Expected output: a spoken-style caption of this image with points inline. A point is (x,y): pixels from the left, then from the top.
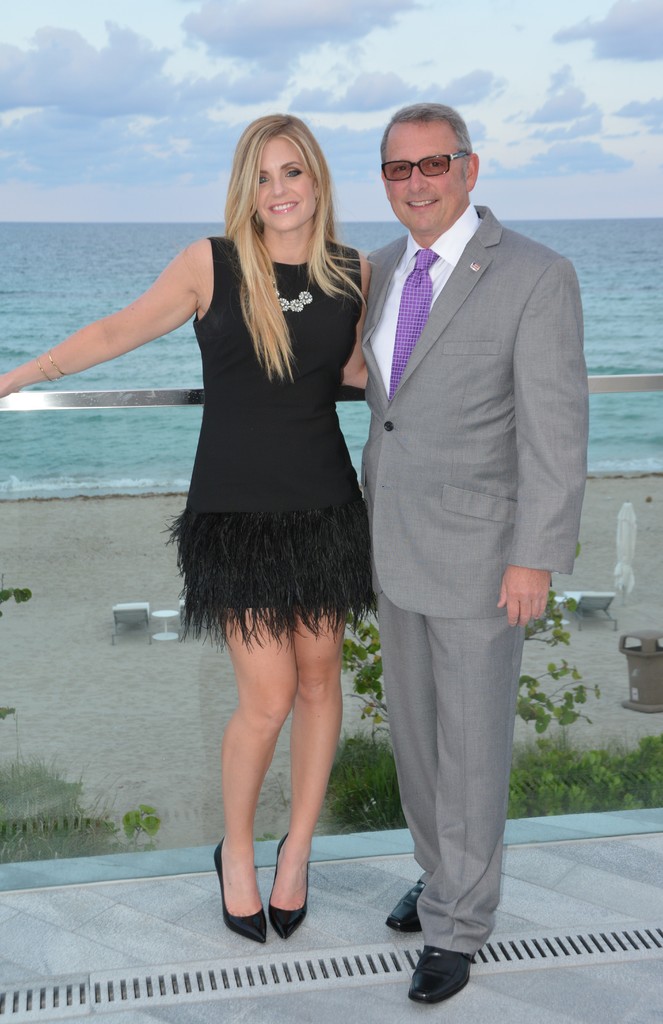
In the center of the image (257,617) there are two people (435,423) standing. In the background of the image (340,195) there is water (50,235) and sky (103,94). There is a glass railing (174,663) through which we can see plants (383,768), table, sand (165,604) and other objects (128,621).
